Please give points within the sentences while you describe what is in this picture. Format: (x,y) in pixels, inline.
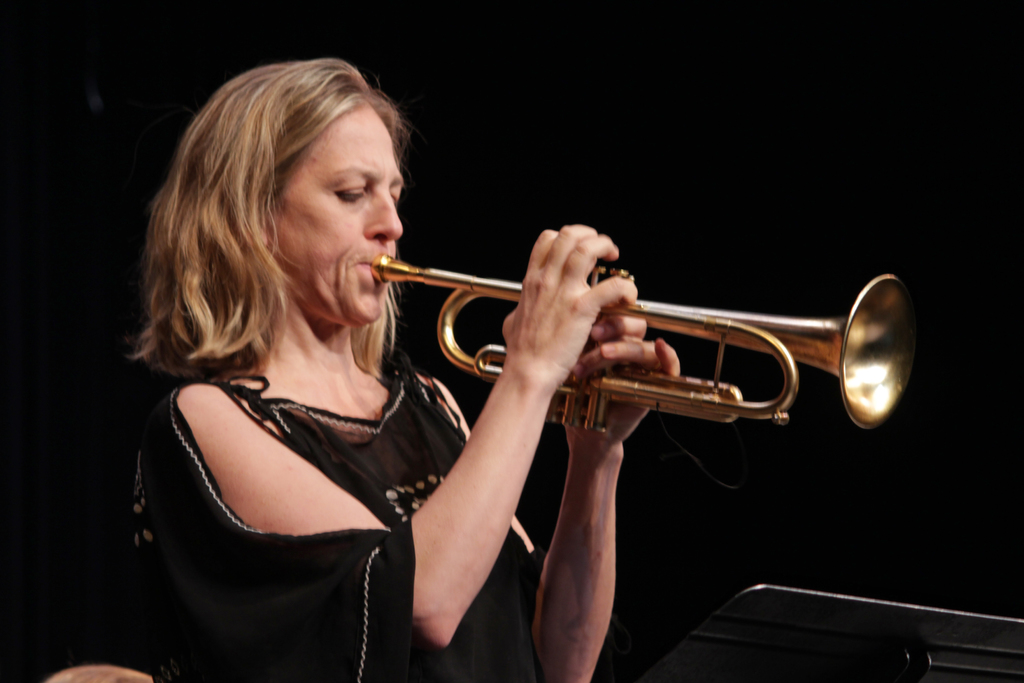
In this image there is a woman (394,182) playing a musical instrument (572,383), in the bottom right (1013,653) there is a pad (745,674), in the background (366,59) it is dark.
